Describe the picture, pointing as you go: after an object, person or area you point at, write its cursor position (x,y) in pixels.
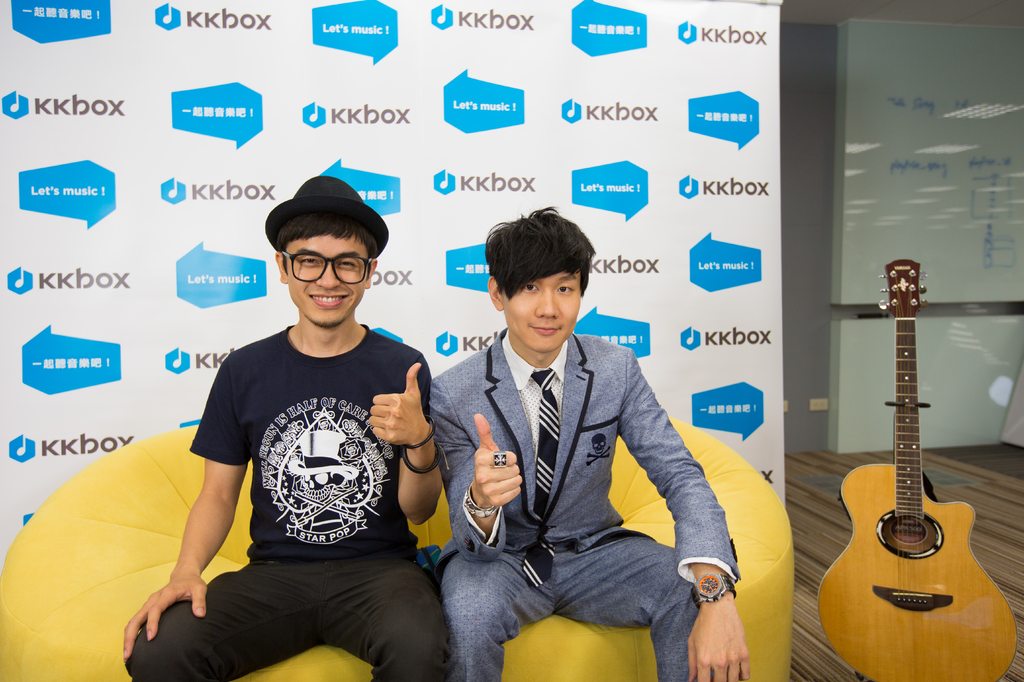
In the image we can see there are two men (340,452) who are sitting on yellow colour chair (76,543) and beside them there is a guitar (928,635) standing on the floor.
